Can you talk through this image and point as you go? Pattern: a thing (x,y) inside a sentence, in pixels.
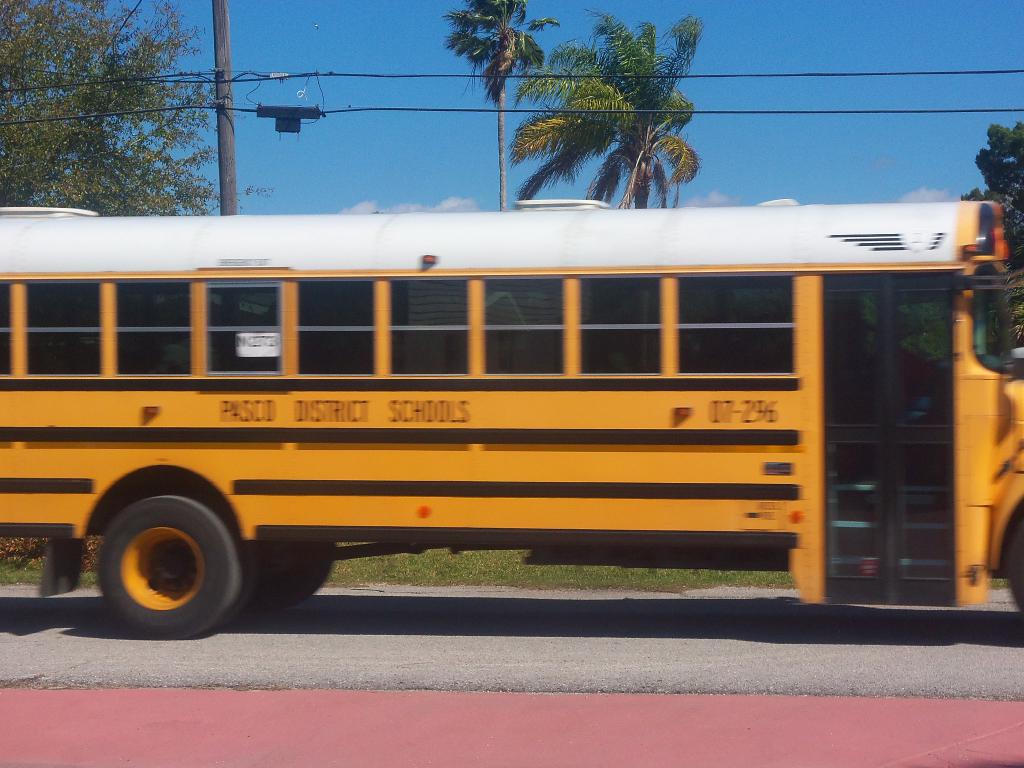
In the image there is a school bus (450,316) on a road (459,592) and behind the bus (565,219) there is a pole (227,80), wires (428,111), trees (534,129) and grass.
